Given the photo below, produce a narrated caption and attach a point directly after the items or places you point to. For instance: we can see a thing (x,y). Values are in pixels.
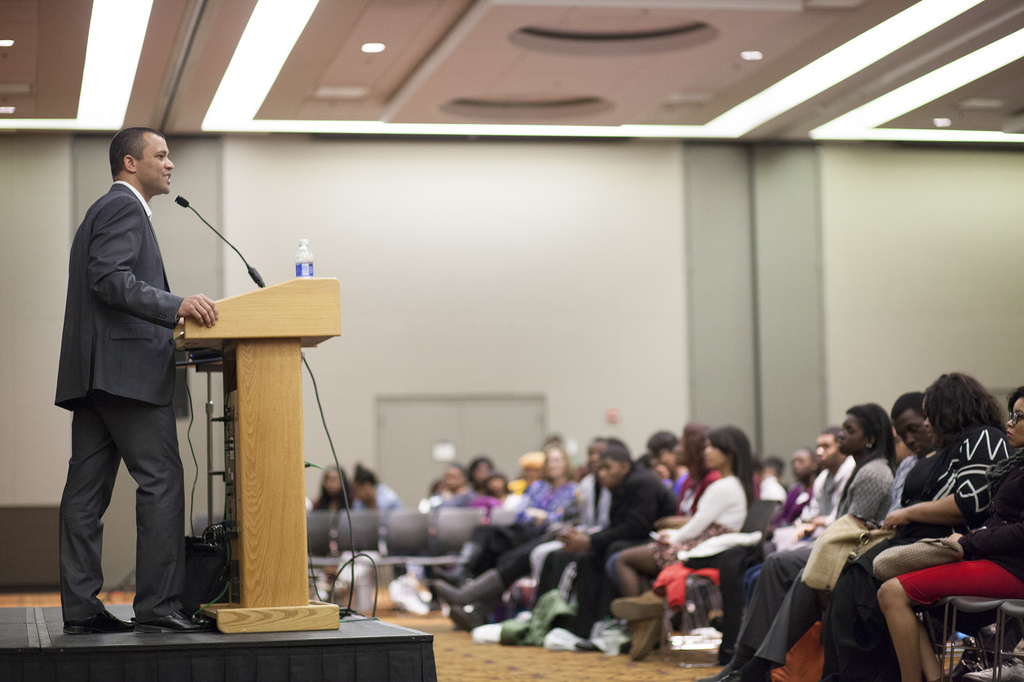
This is the picture of a place where we have some people (653,502) sitting on the chairs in front of the person (155,439) who is standing in front of the desk (263,330) on which there is a mic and a bottle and also we can see some lights (127,52) to the roof (214,8).
